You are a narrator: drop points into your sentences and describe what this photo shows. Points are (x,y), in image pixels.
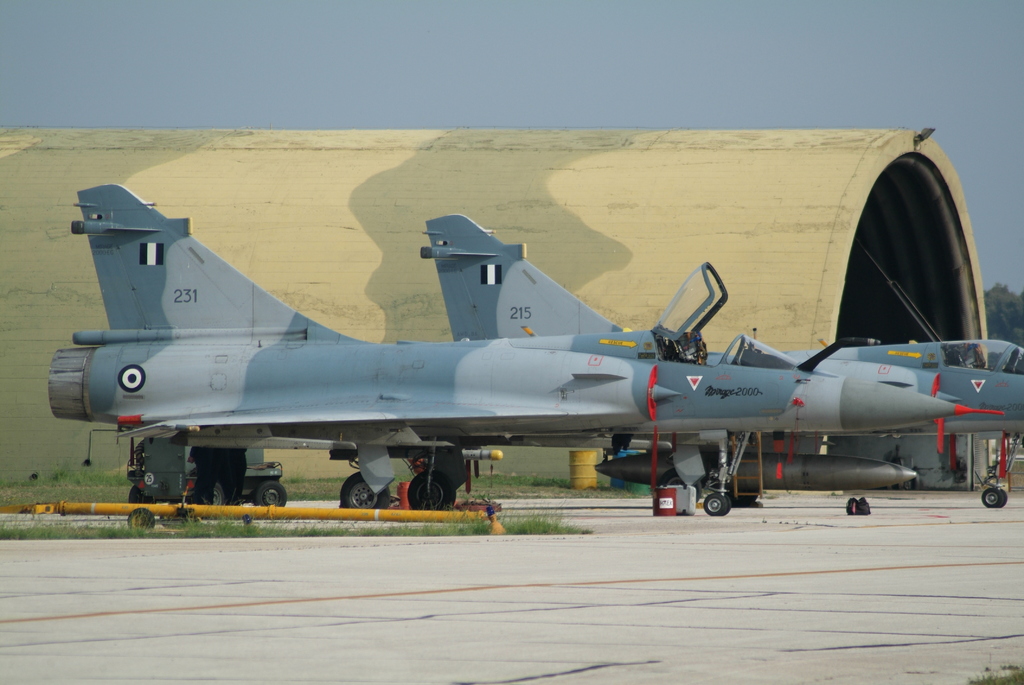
In this image there are a few fighter jets (499,259), beside them there is a concrete structure (601,233). There is grass (188,527) on the surface (381,525) and there are some other objects (582,475). In the background of the image (1002,315) there are trees (1015,295).
